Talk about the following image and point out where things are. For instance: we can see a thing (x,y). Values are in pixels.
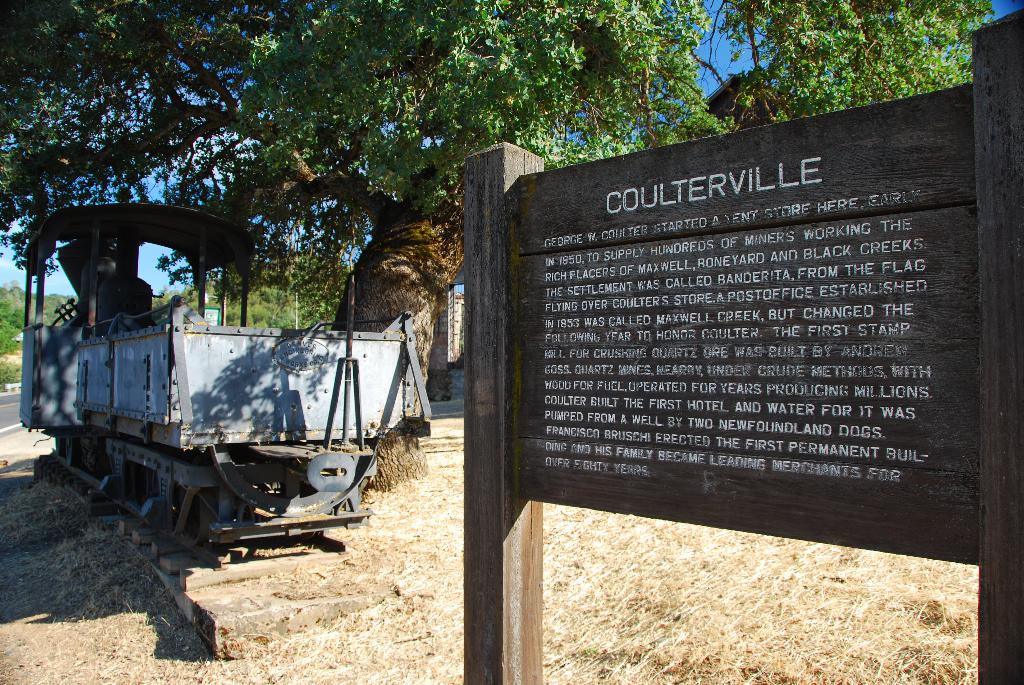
On the right side (969,190), there is a board (621,483) having white color texts (549,255) on it. And it is attached to the two wooden poles (508,416). In the background (294,522), there is a vehicle (284,339). Beside this vehicle (258,432), there is a tree (334,175), there is a road (15,418), there are trees (213,281) and there is blue sky (732,46).
